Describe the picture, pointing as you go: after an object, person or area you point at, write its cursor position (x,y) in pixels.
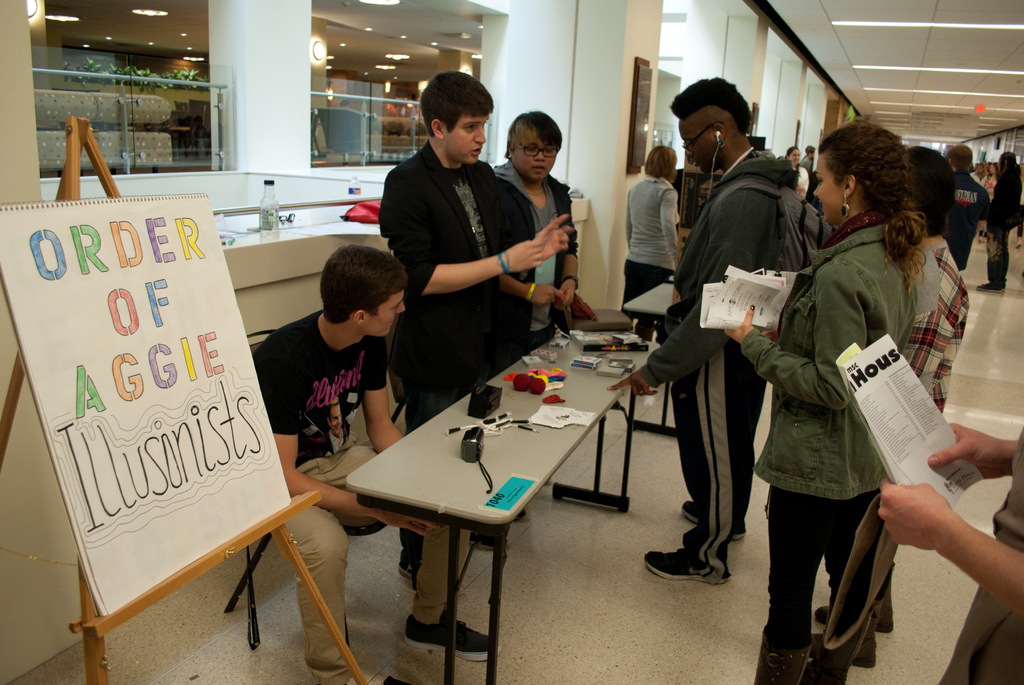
In this image I can see the man (459,259) standing and explaining to the people (697,247). This is the woman (820,393) standing and holding the papers (750,304) on her hand (737,330). I can see a man (714,280) standing and showing some objects (530,361) on the table (575,403). This is a another man (967,554) holding some papers (908,397) at right corner of the image (950,509). At the background (957,182) I can see a lot of people (985,183) standing. This is a photo frame (639,113) attached to the wall (619,106). At background (99,101) I can see couch (112,102) and some plants (143,86) were placed, Chairs (320,117). This is water bottle (270,229) placed on the wall (287,246). and this is a kind of red color object (360,212) placed on the wall (292,231). This is a board (144,392) some message (122,388) is written on it. This is a table (456,481) where camera (471,446) and some other objects (625,340) were placed on it.
